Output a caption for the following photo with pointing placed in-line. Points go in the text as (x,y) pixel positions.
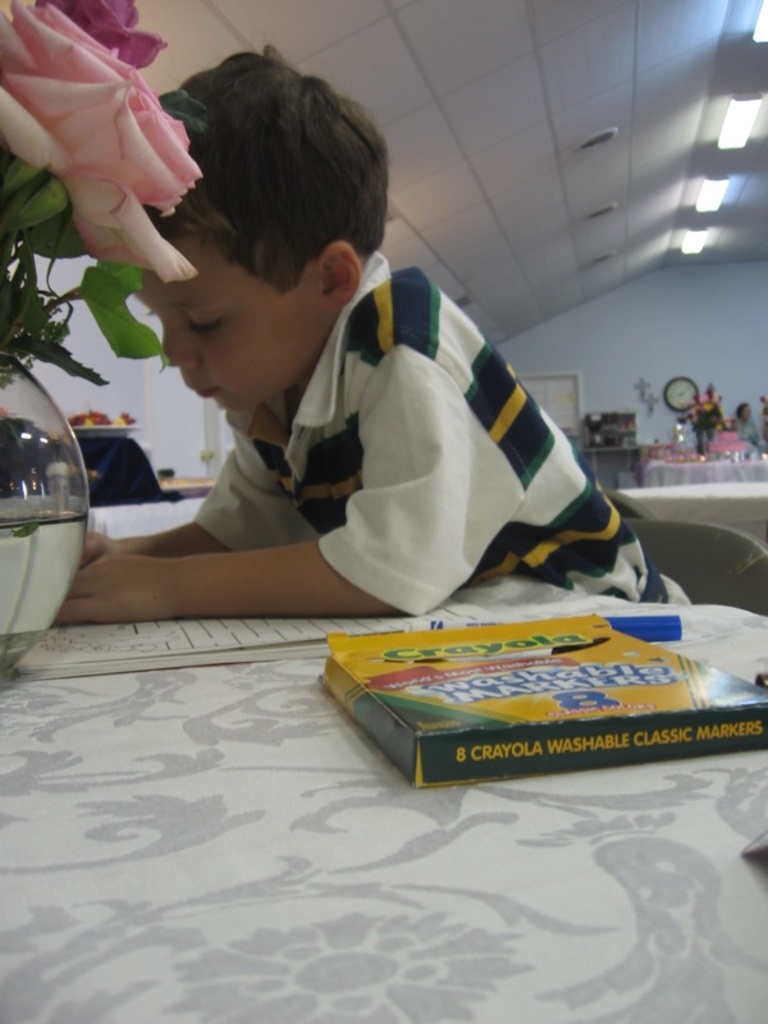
In this picture we can see a kid (521,498) is seated on the chair (685,571), in front of him we can find books (124,638), flower vase (40,574), sketches (406,764) on the table (449,917), in the background (756,35) we can see couple of lights (766,37).
